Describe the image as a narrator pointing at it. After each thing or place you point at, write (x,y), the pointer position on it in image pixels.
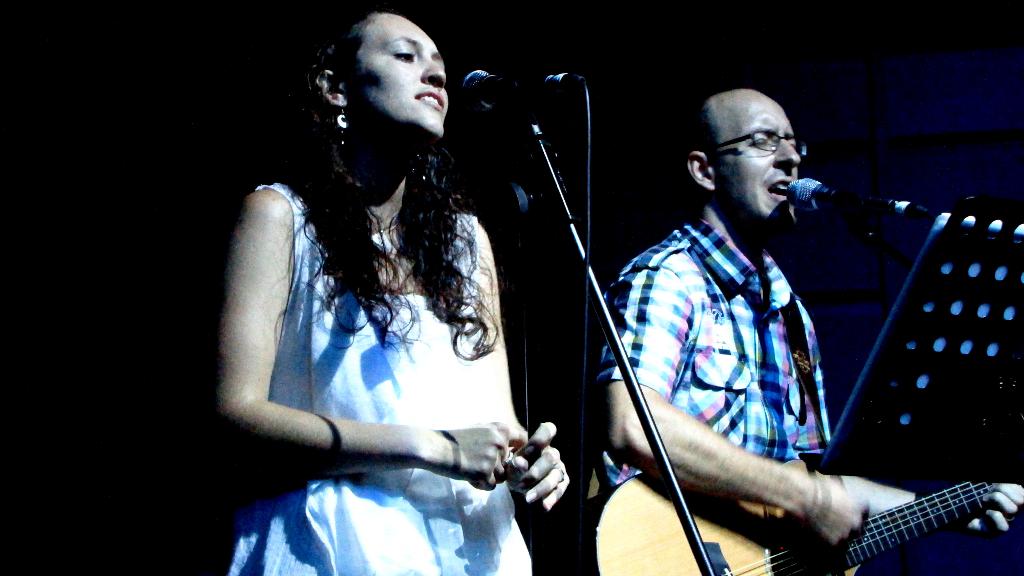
A woman (390,350) standing and smiling. In front of her there is a mic (559,78) and mic stand (638,393). Beside her a person (730,329) wearing specs (761,147) is singing and holding guitar (809,532). In front of him there is a mic (873,207) and mic stand (873,207).
